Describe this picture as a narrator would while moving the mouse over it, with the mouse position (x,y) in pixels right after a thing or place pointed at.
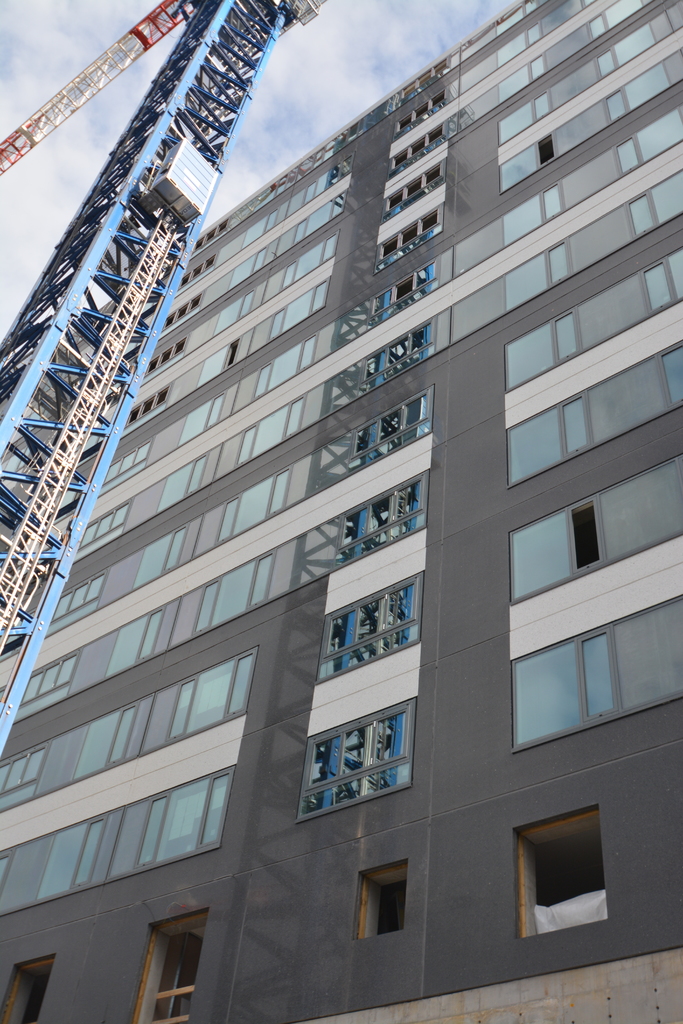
In this image, we can see a building (212,280) and there is a tower (119,206). At the top (350,60), there are clouds (343,70) in the sky (336,80).
